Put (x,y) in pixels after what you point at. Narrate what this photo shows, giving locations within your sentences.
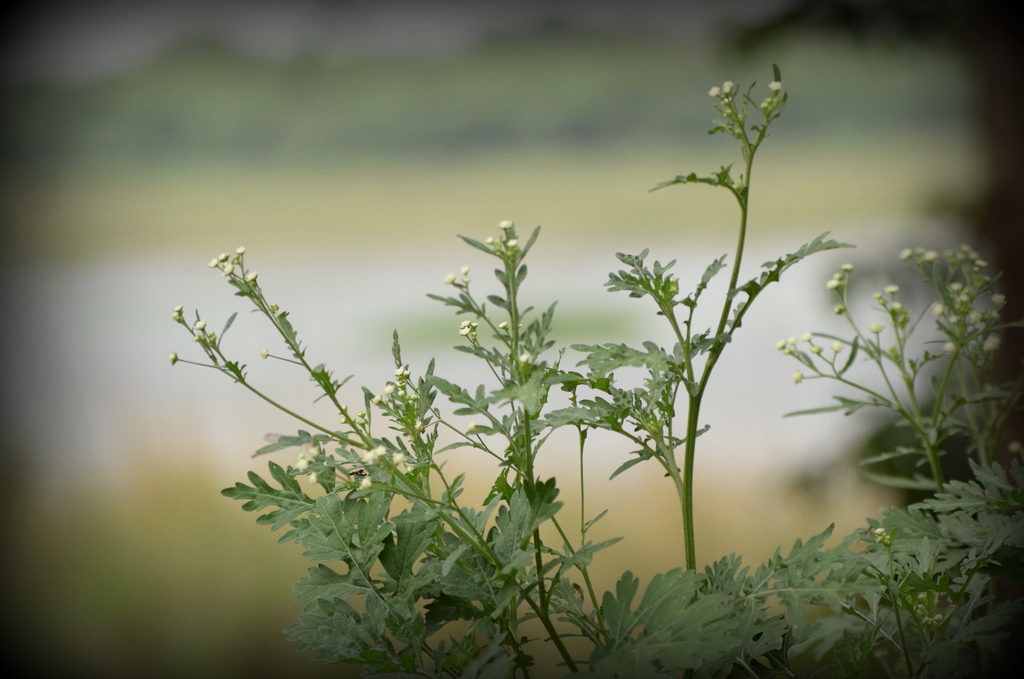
In this picture I can see plants (396,361) with tiny flowers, and there is blur background (218,36).
